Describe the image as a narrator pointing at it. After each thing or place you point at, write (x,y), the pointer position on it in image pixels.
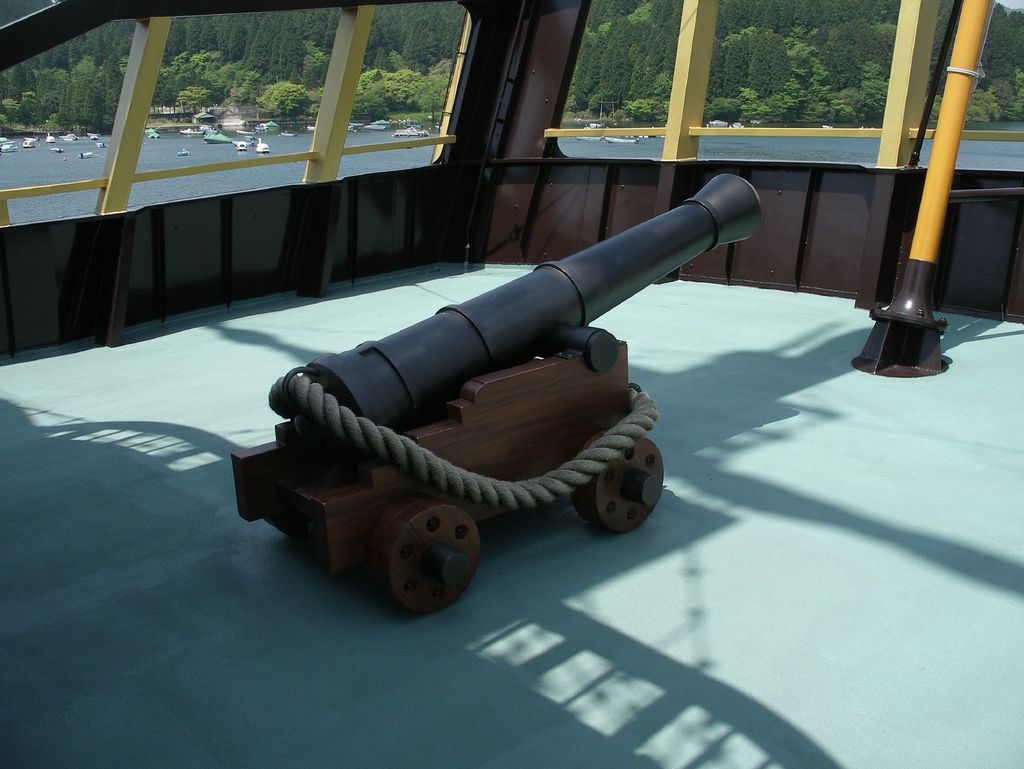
In the center of this picture (568,419) we can see a cannon (619,507) placed on the floor (418,634). In the background (240,19) we can see the trees (259,17), plants (260,98), boats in the water body (225,153) and we can see the metal rod (965,54) and some other objects (897,113).
